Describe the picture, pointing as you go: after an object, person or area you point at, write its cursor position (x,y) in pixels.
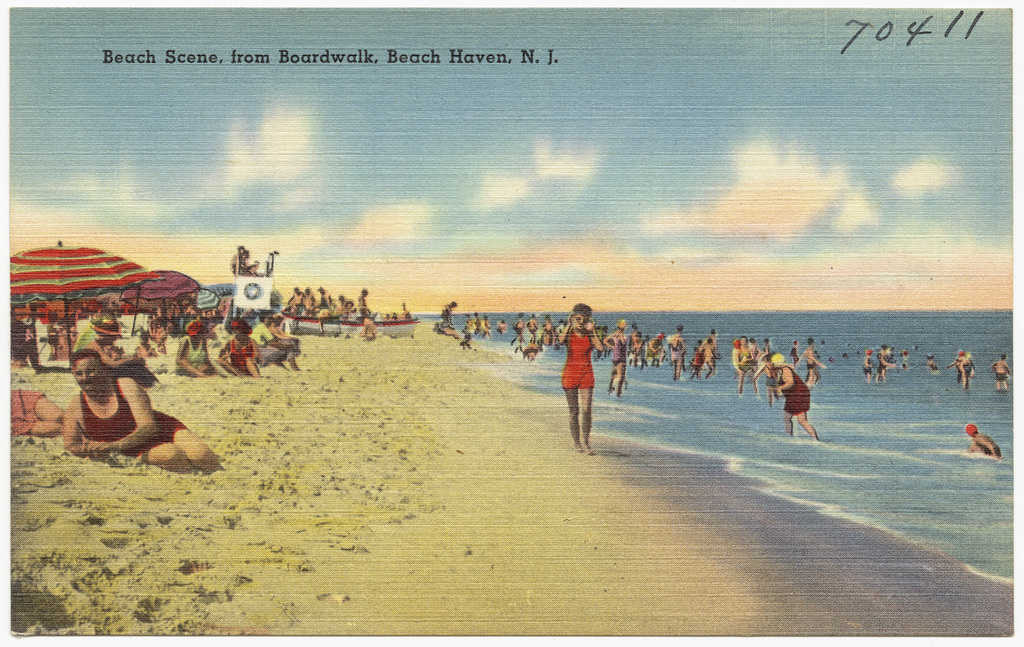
This is a painted image. We can see few persons (589,362) are in the water (738,433) on the right side (807,413) and few persons (159,413) are on the sand (74,509) on the left side (19,431). We can also see umbrellas (188,281), objects (231,308) and boat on the left side (340,315). In the background (161,14) we can see clouds (291,146) in the sky (446,106). At the top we can see texts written on the image.
